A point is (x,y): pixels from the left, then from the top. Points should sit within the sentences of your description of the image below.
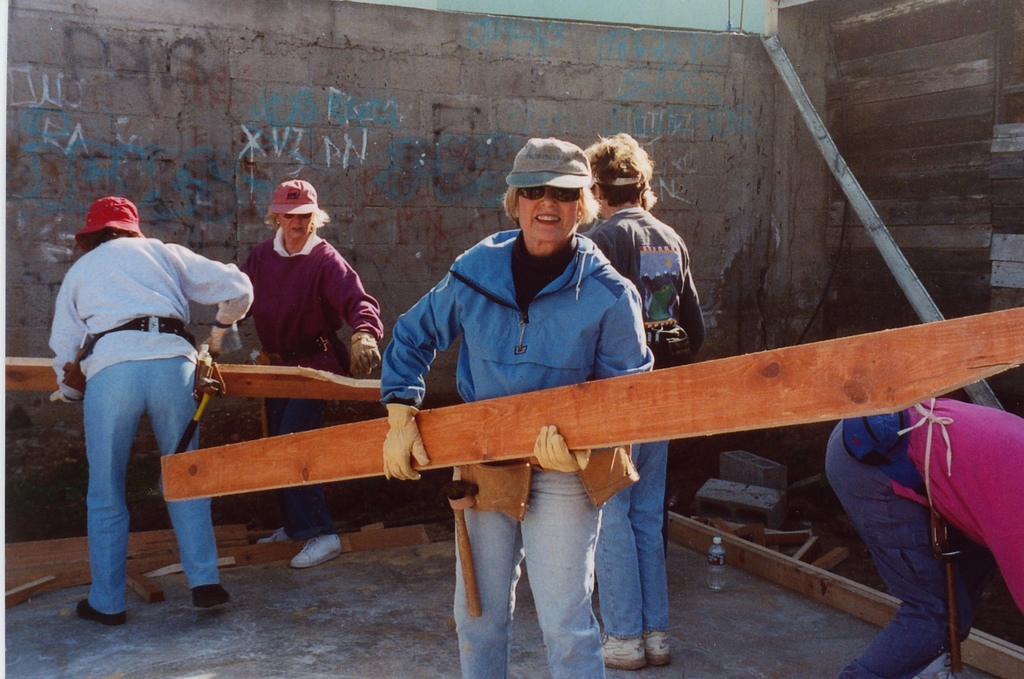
There is a lady (559,231) holding a wooden stick (650,427) in the foreground area of the image (650,427), there are people (674,293), walls (746,159) and some objects (776,487) in the background (788,174).
